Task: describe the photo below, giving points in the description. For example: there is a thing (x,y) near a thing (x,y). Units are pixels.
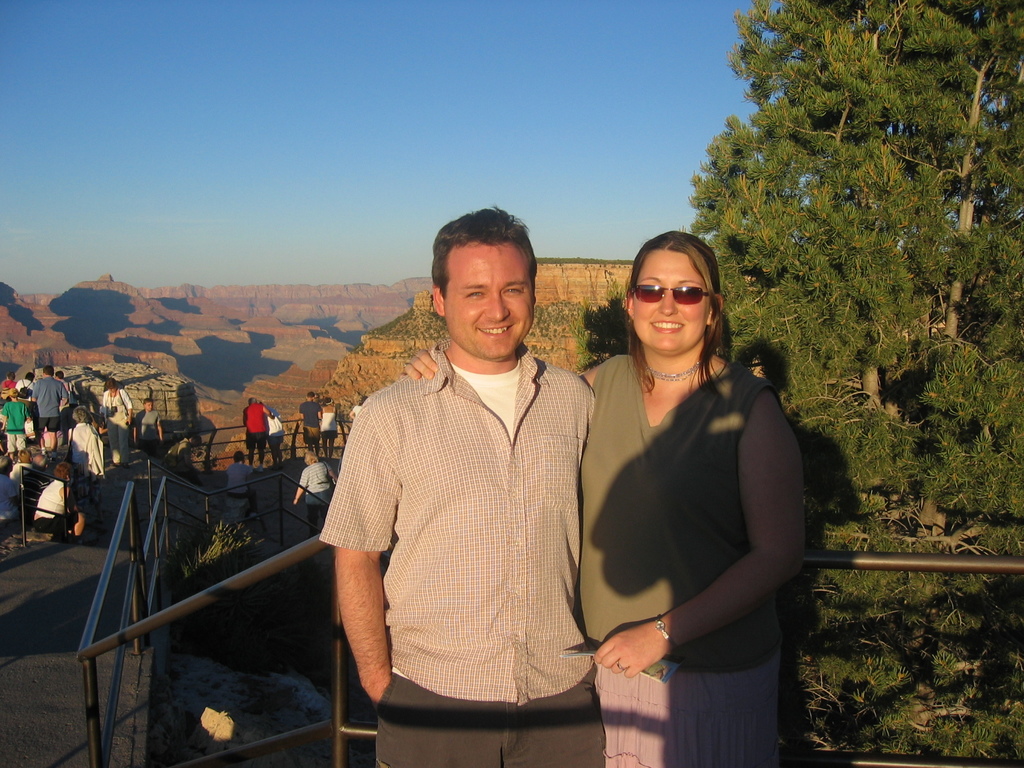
In the center of the image (525,304) there are two people (689,758) standing. There is railing (135,557). In the background of the image (132,325) there are mountains (293,295). There are trees (760,247). There are people (6,503).
